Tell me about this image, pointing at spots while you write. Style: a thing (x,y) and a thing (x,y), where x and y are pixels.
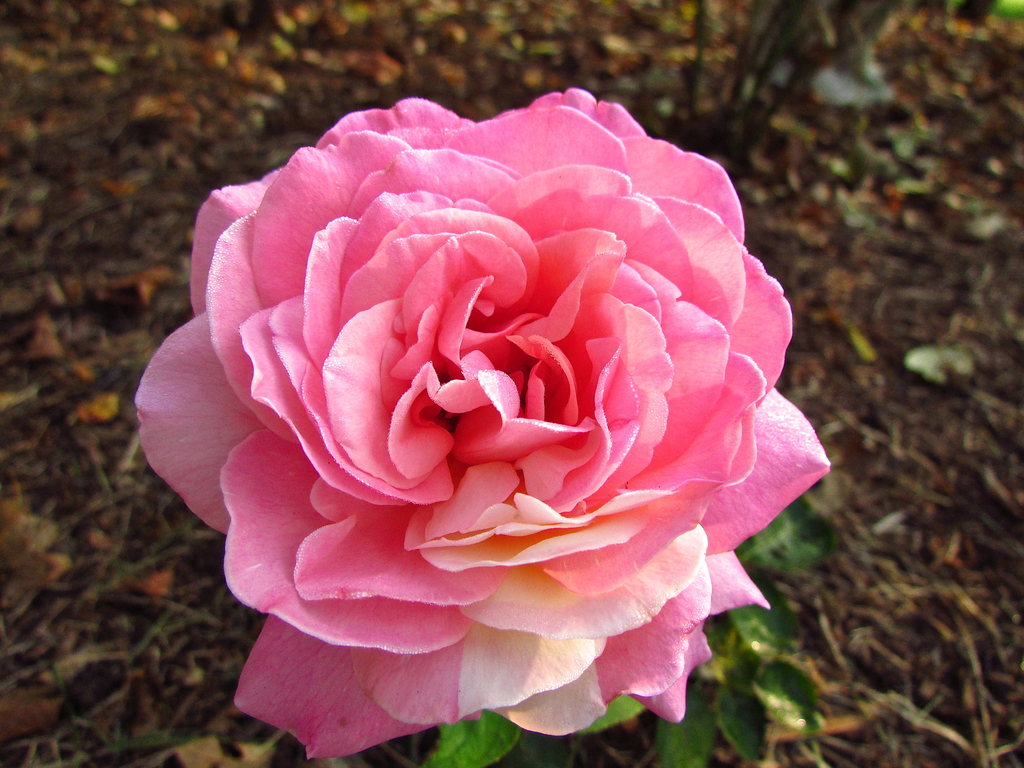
In this picture there is a rose (707,528) in the center of the image (569,335).
